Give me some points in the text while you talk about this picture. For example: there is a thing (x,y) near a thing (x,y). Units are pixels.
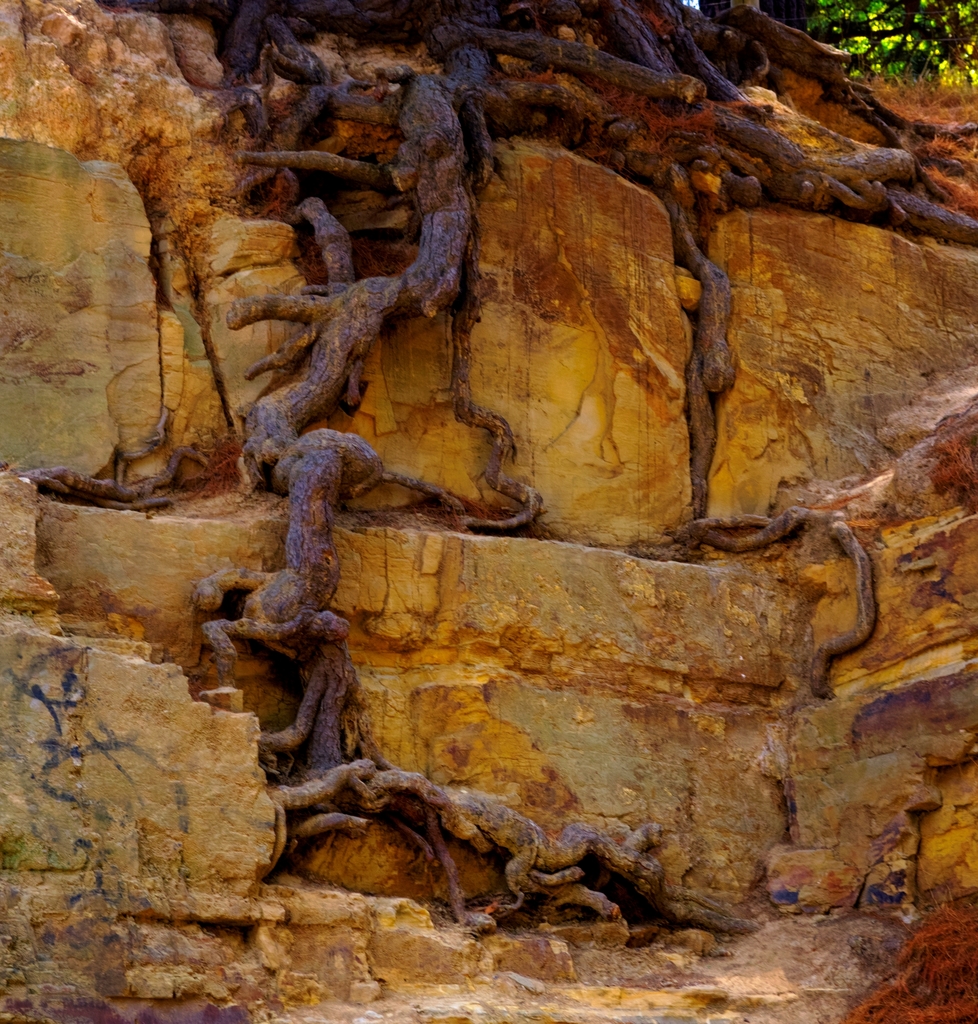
In this picture we can see roots (725,281), plants (942,21), and rocks (389,612).
